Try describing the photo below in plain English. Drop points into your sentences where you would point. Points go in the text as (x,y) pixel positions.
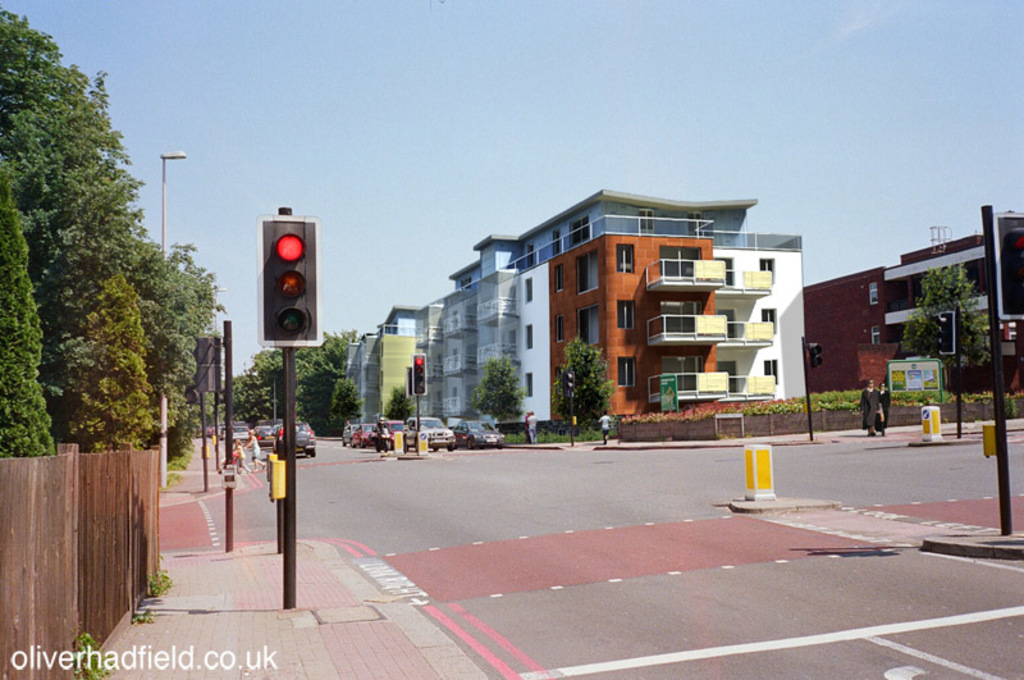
In the image there is a road (434,453) with cars (484,424). And there are footpaths (269,590) with traffic signal poles (292,304). There are buildings (624,363) with walls (630,346), windows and balconies (710,278). On the left side of the image (161,269) there is a fencing (34,533) and trees (105,364). In the background (343,420) there are trees (323,362). At the top of the image (471,125) there is a sky (664,194).
